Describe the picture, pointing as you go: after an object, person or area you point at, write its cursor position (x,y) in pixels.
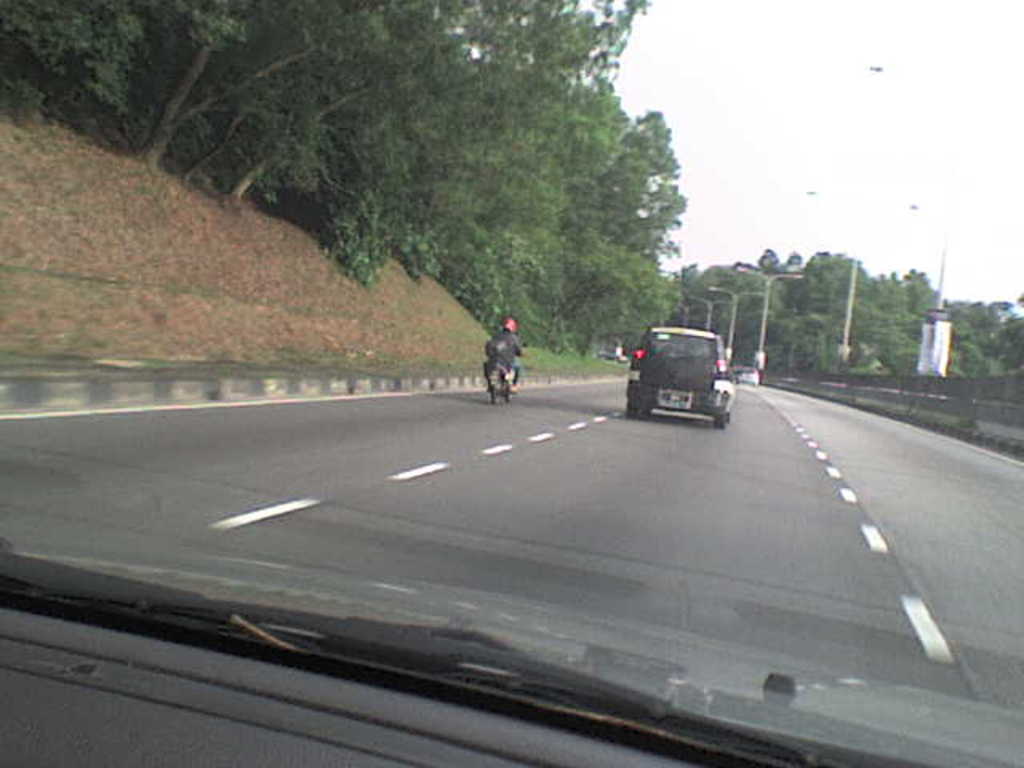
As we can see in the image there are trees (418,158), streetlamps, car (687,382) and a man (491,356) riding motorcycle (495,370). On the top (670,56) there is a sky (665,59).
